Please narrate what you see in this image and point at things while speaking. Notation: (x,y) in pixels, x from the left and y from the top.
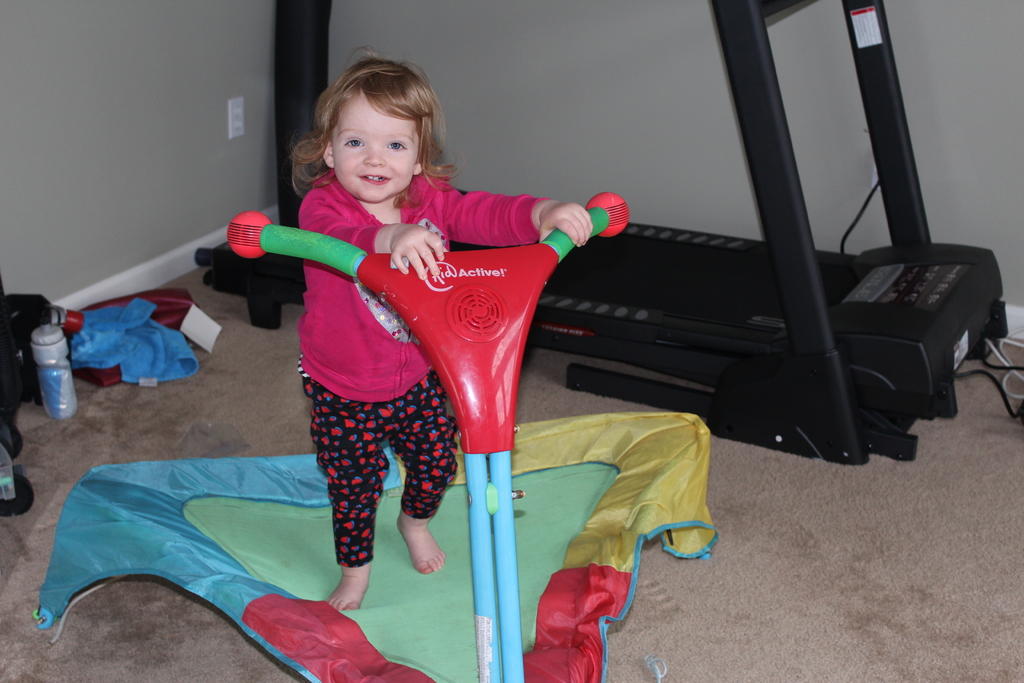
In the foreground of this image (392,282), there is a kid (395,253) on the toddler trampoline (454,506) on the floor (806,538). Behind her, there is a tread mill (843,263), few clothes (150,353), a bottle (54,379) and few objects (15,381) on the left (28,391).
